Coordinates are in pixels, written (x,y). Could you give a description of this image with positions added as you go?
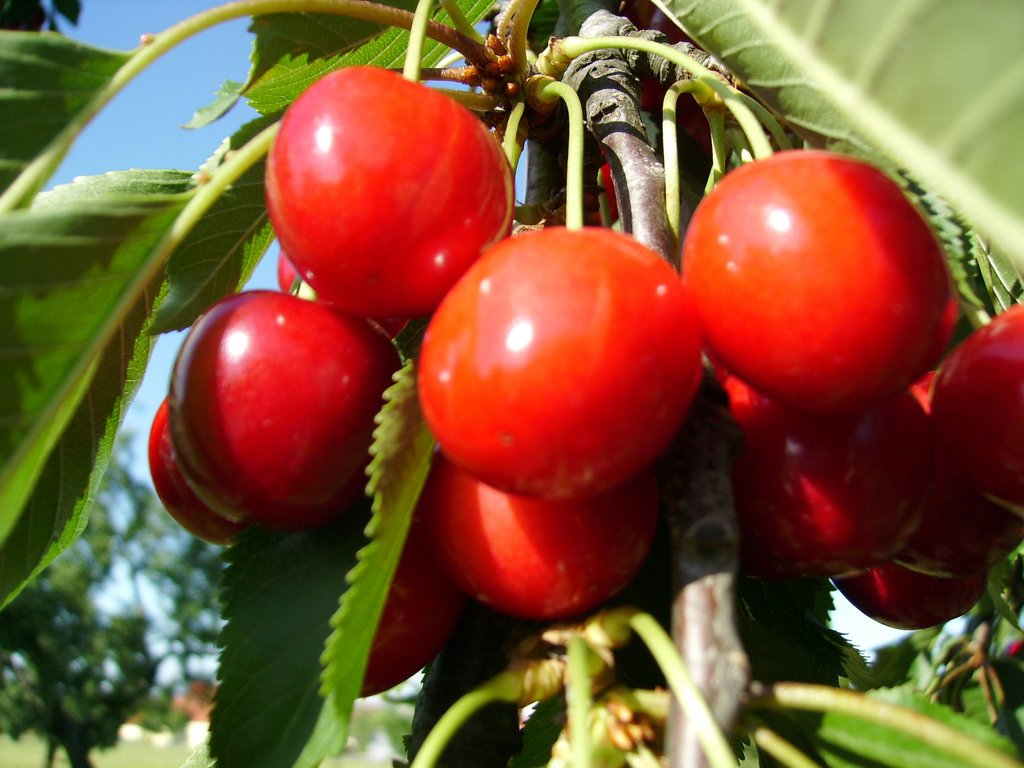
In this picture there are cherries (515,557) on the tree (19,111). At the back (76,622) there are trees (76,622). At the top (217,141) there is sky (59,182).
